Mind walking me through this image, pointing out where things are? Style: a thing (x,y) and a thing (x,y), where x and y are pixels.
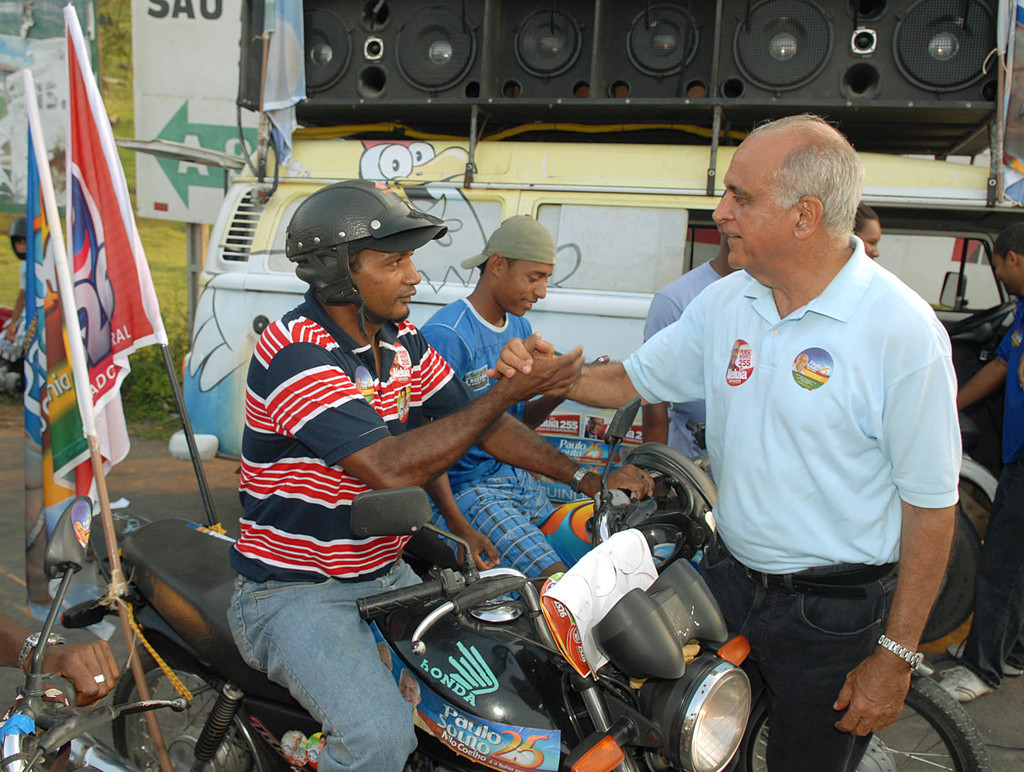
There are two man (258,598) riding on bike (168,588) and man (869,301) in front of them talking to them behind them there is a van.
